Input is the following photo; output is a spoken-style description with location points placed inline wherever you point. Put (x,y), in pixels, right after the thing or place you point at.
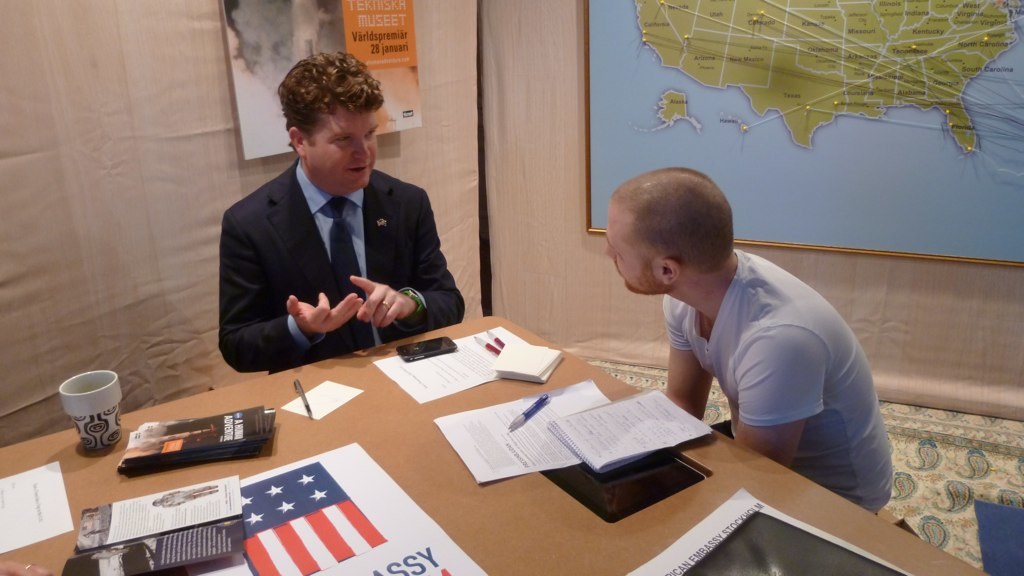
In this picture we can see two men (418,247) where one man (306,227) wore blazer (310,237), tie (347,234) and telling something to him and in front of them there is table (545,572) and on table (324,367) we can see cup (118,428), pens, paper (336,387), mobile (441,348), book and in background (228,92) we can see wall (216,31) with poster (283,38).
